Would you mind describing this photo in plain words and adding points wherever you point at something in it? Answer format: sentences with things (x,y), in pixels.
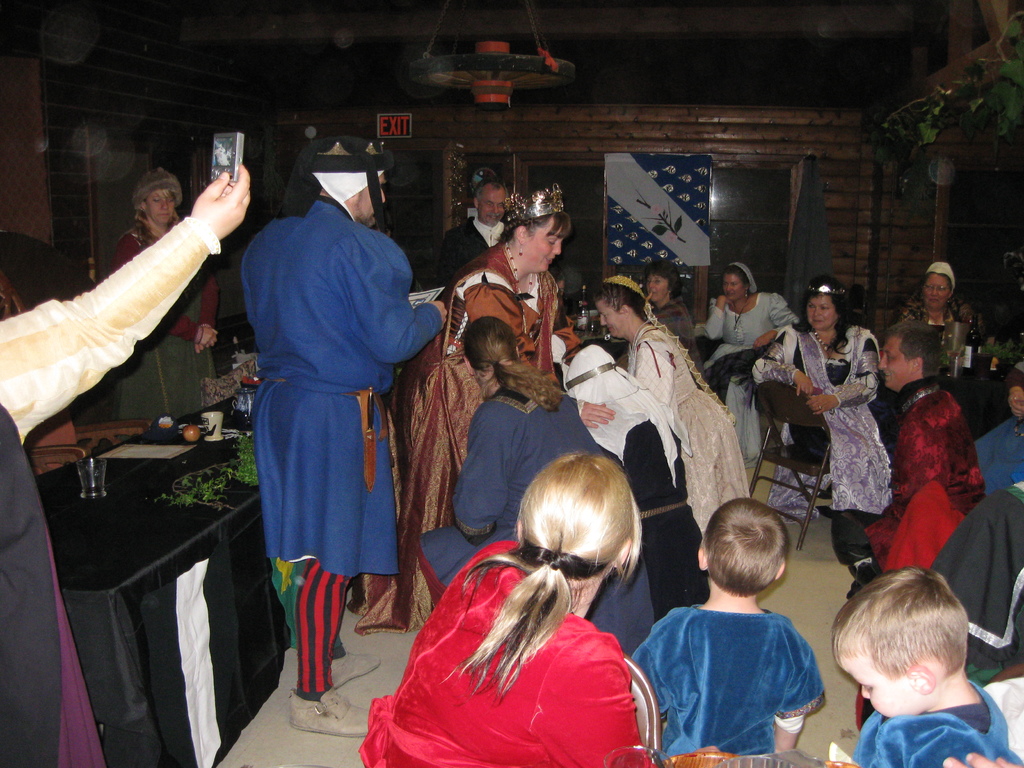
In the foreground (587,710), I can see a group of people (630,376) are sitting on the chairs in front of tables (178,583), on which I can see glasses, plates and some objects (226,474) and few of them are standing on the floor (308,733). In the background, I can see a wall (916,224), houseplants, lamp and a door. This image taken, maybe in a hall (608,93).
